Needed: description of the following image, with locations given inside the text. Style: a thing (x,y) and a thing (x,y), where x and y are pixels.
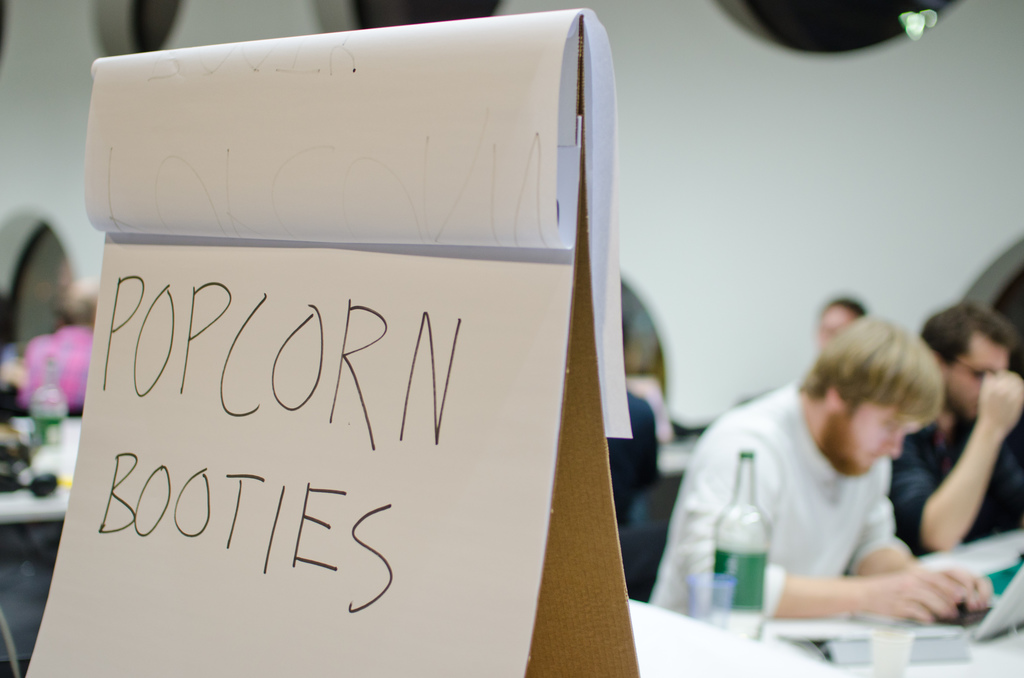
In this image, we can see a notepad (523,438) contains some written text (284,488). There are persons (836,453) on the right side of the image (936,428) wearing clothes (972,433). There is a bottle (744,574) on the table (1001,655) which is in the bottom right of the image (1001,655). In the background (772,238), image is blurred.
